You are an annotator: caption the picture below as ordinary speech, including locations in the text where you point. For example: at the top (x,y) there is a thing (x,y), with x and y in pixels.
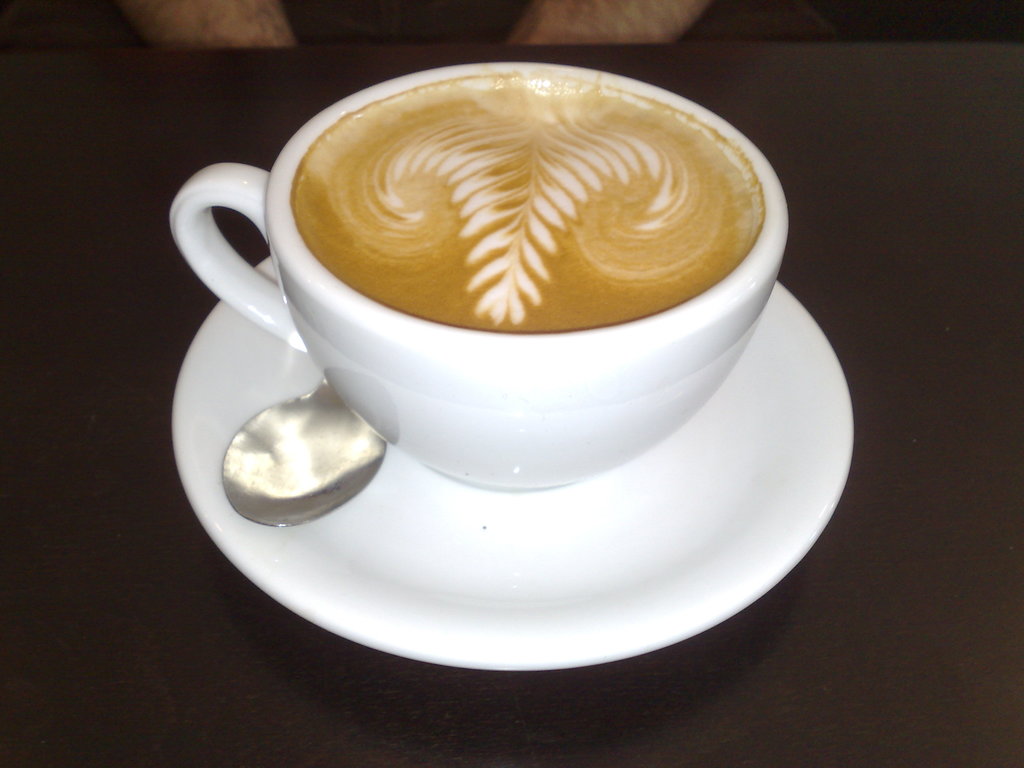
At the bottom of the image (103,624) there is a table (118,625), on the table (118,625) there is a saucer (204,355) and cup (225,176) and spoon (312,411). Behind the table (636,45) a person (135,1) is sitting.
